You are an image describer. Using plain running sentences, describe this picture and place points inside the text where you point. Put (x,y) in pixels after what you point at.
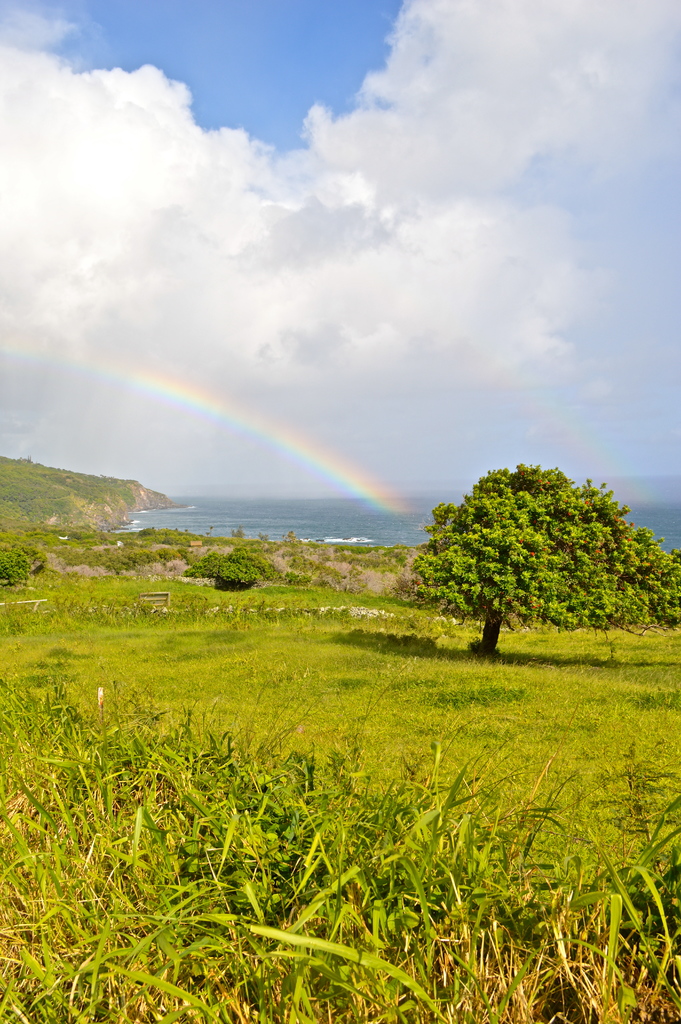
In this image there is a grassland (91,711) in that land (524,648) there is a tree (513,611), in the background (299,517) there is a sea (323,530) and a sky (179,325), on that sky (165,328) there is a rainbow (308,444).
